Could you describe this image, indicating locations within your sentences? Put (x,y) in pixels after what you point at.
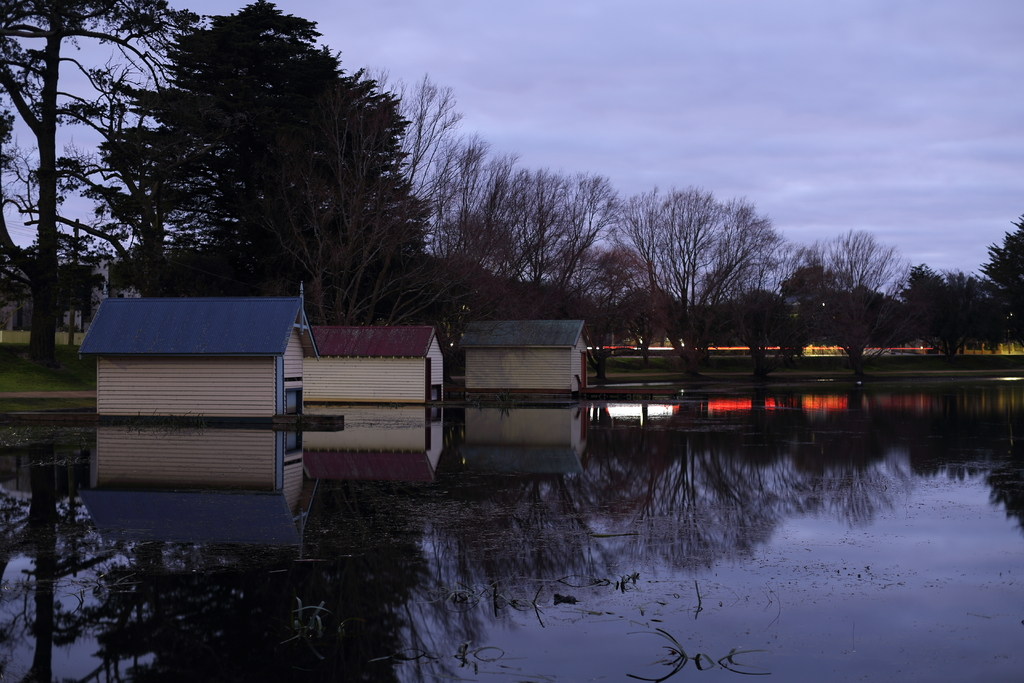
In this image I can see the water (664,555). To the side I can see the house (332,351). In the background (210,235) I can see many trees (559,300) and the sky (726,124).
